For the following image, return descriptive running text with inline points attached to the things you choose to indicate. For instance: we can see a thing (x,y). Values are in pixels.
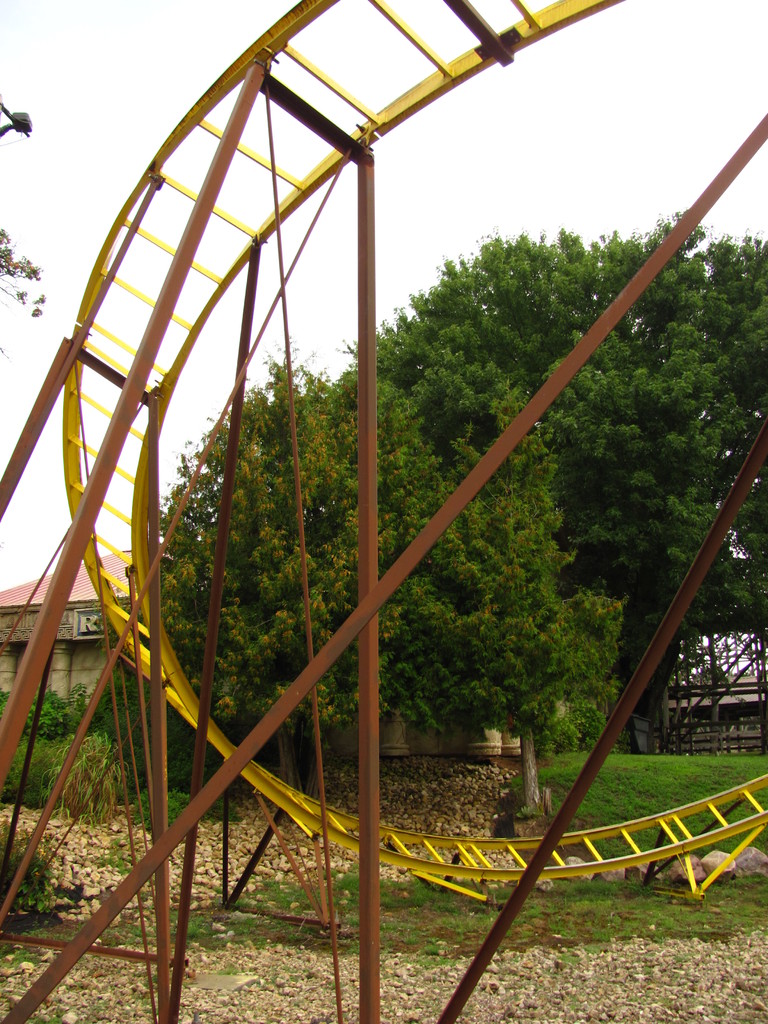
In this image there is a metal track (316,829) attached to the rods (22,710) which are on the land (386,919) having few rocks (89,894), grass (388,938) and few plants (97,713) on it. Behind there are few trees (261,394) and a house (87,640). Top of image (404,249) there is sky (431,209).
